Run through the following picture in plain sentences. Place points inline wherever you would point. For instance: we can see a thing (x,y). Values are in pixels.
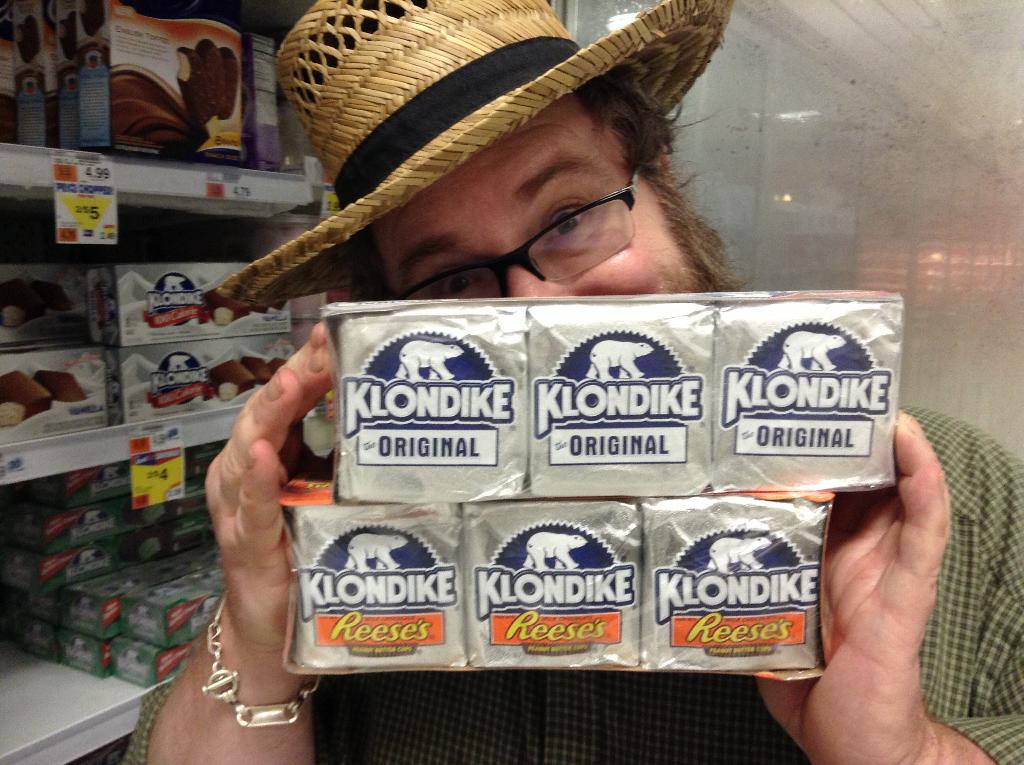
In this image there is a man (692,691) with hat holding some ice cream blocks (412,657) behind him there is a cupboard (50,634) with so many things (180,56).
